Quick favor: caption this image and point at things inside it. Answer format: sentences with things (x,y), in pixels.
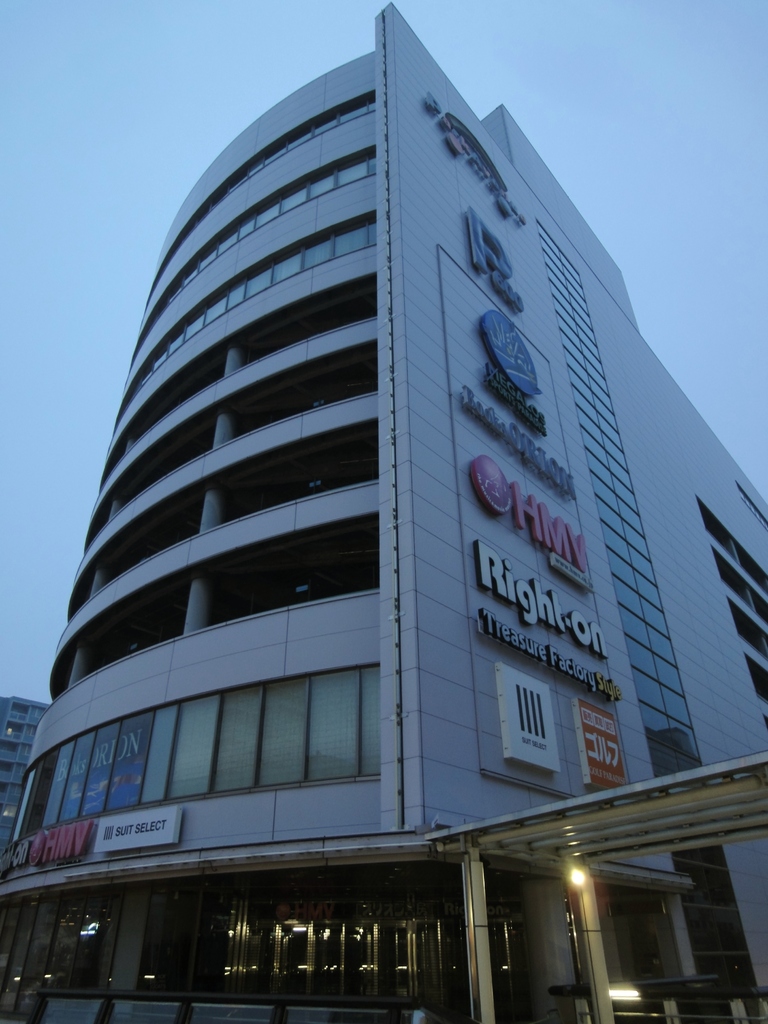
In this image I can see a building (341,849). In the bottom right (596,899) there is a shed (554,804) and I can see a light (573,874) attached to the pillar (581,883). At the top of the image (667,212) I can see the sky (682,200).
